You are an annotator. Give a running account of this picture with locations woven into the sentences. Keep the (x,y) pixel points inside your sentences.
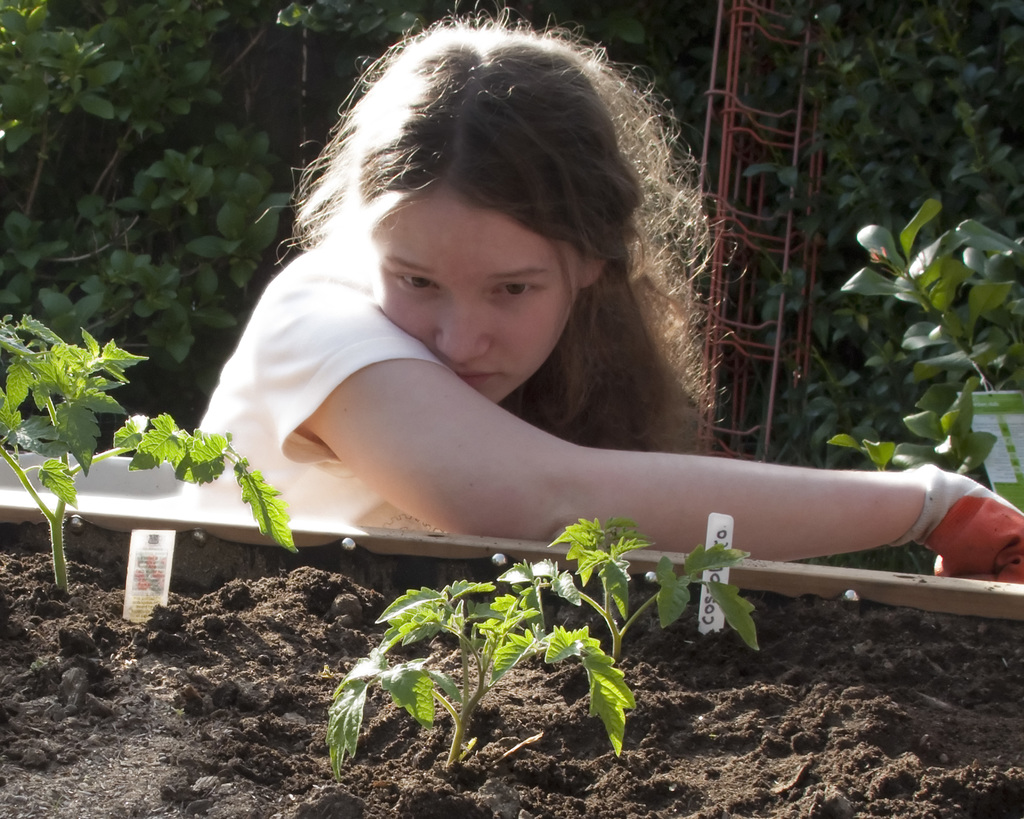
In this picture we can see a woman (573,364), she wore a glove (935,494), in front of her we can find few plants (698,566), in the background (741,154) we can see few metal rods (709,108).
